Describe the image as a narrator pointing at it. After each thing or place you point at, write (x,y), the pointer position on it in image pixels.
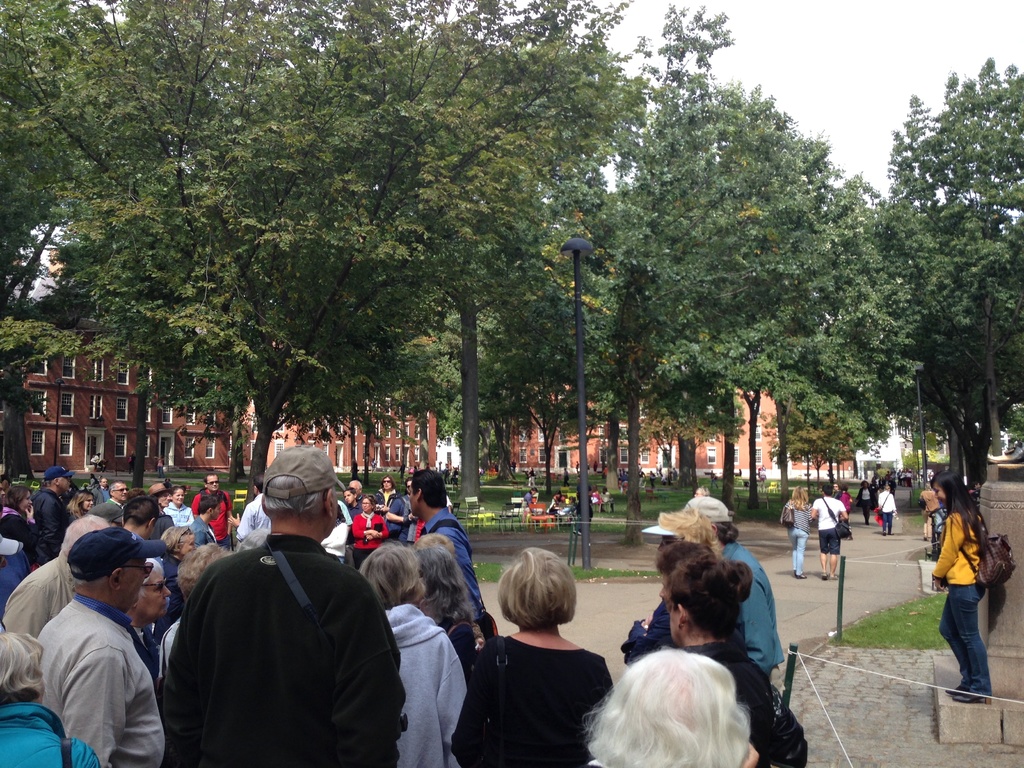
In front of the image there are people (91,511) standing on the road (643,599). There are a few people (824,519) walking on the road (791,588) and there are a few people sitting on the chairs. There are light poles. At the bottom of the image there is grass (612,507) on the surface (657,500). In the background of the image (403,468) there are trees (460,222), buildings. At the top of the image (904,90) there is sky (890,28).
